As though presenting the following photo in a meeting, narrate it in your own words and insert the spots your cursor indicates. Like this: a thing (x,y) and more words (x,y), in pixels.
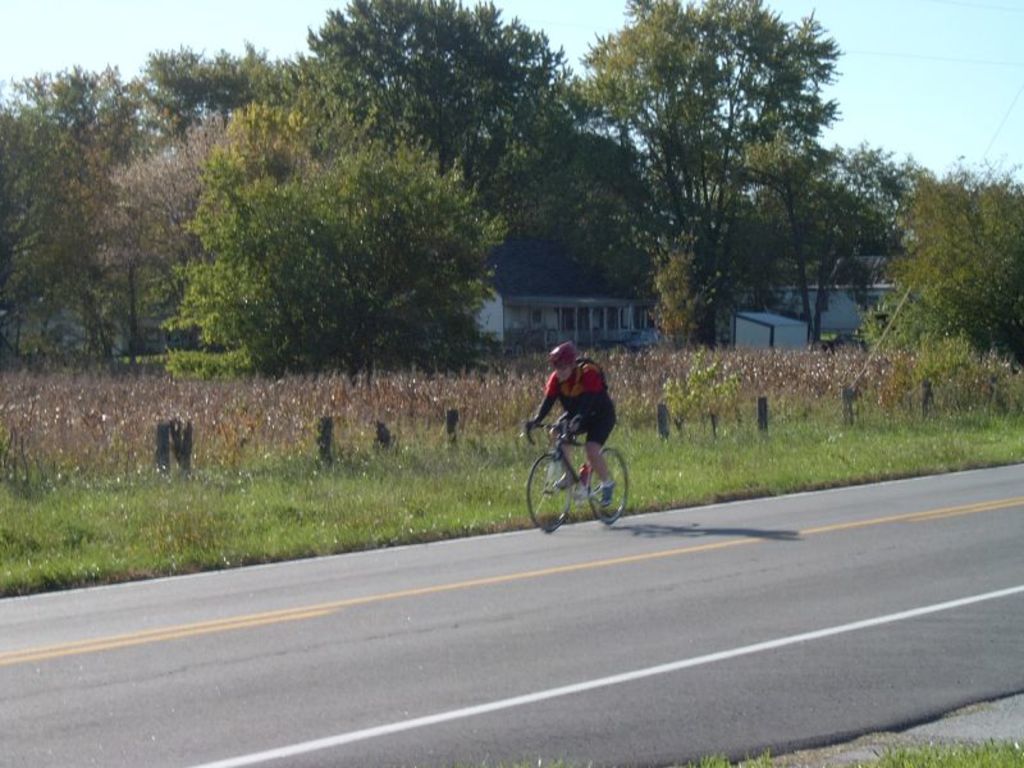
There is a person (546,396) riding bicycle (551,456) on the road (368,563). In the background (360,487) there are trees (148,255), plants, grass (57,535), buildings (529,309), windows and sky (888,104).
